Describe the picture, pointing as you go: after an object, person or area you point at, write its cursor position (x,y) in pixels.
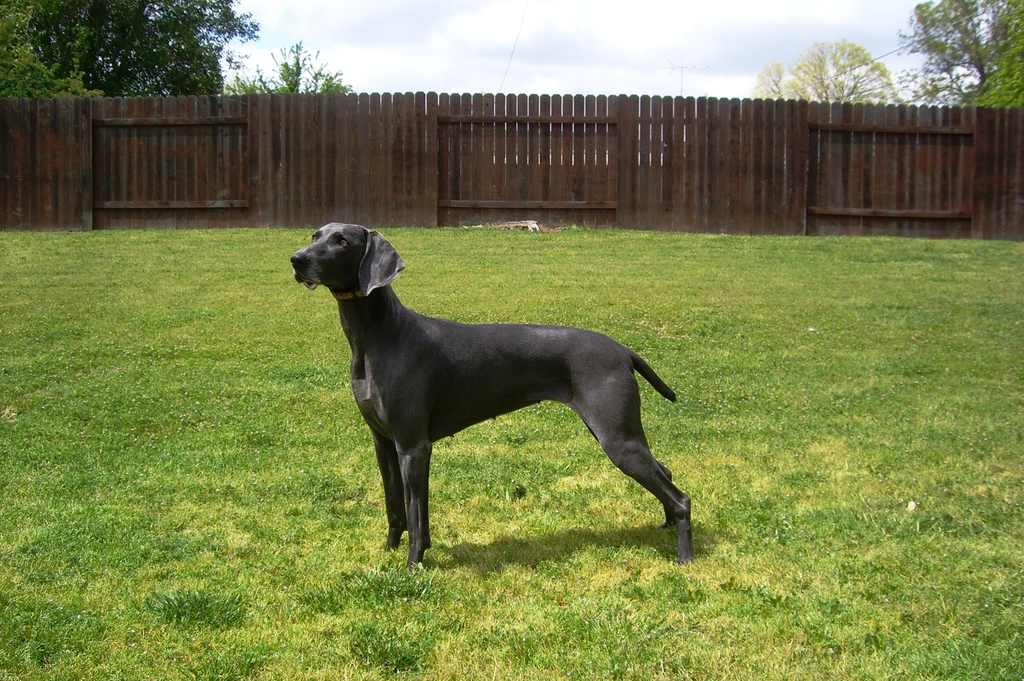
In this image we can see a dog (433,399). At the bottom of the image (719,593) there is grass (731,455). In the background of the image (139,88) there are trees (133,13), fencing (486,147), sky (510,86) and clouds (472,50).
